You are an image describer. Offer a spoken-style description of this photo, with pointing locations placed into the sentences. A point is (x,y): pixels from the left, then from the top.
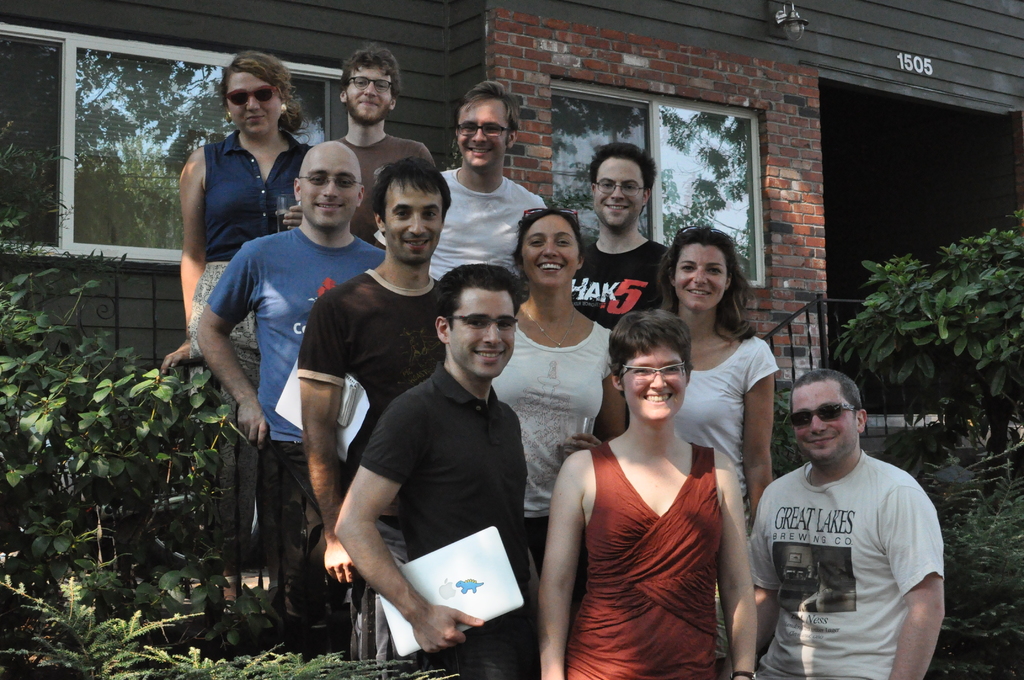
In this image we can see the people (587,281) standing and smiling. We can also see a person (471,459) wearing the glasses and also the laptop (437,577). We can see the plants (140,507), railing (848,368), windows (167,129), light (788,25) and also the building (719,78) in the background (921,53) with the building number (907,70).
